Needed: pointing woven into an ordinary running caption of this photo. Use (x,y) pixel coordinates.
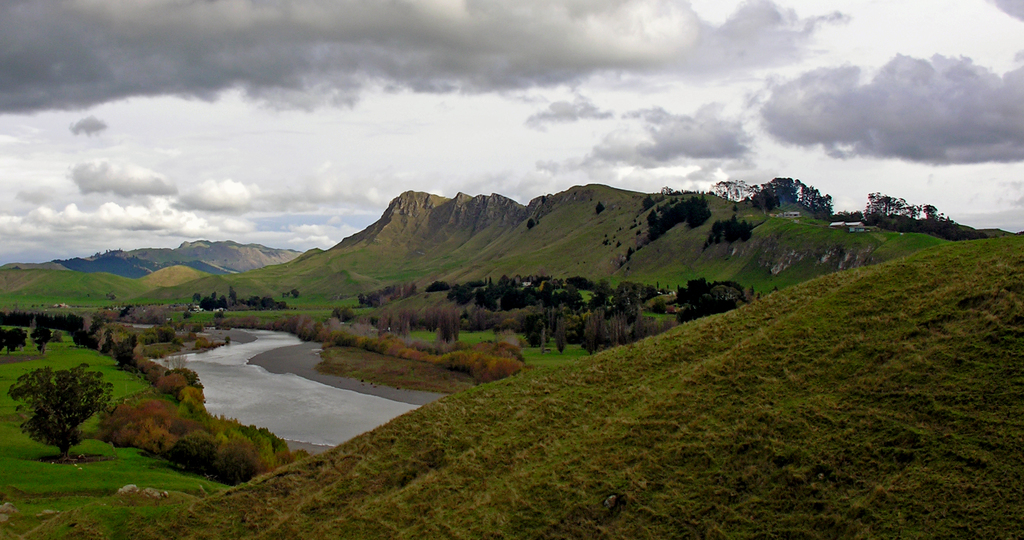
The picture looks like it is taken outside. In the picture we can see mountains (343,266), trees (374,305), water body (217,368) and grass (56,356). At the top (448,92) there is sky (502,81).
